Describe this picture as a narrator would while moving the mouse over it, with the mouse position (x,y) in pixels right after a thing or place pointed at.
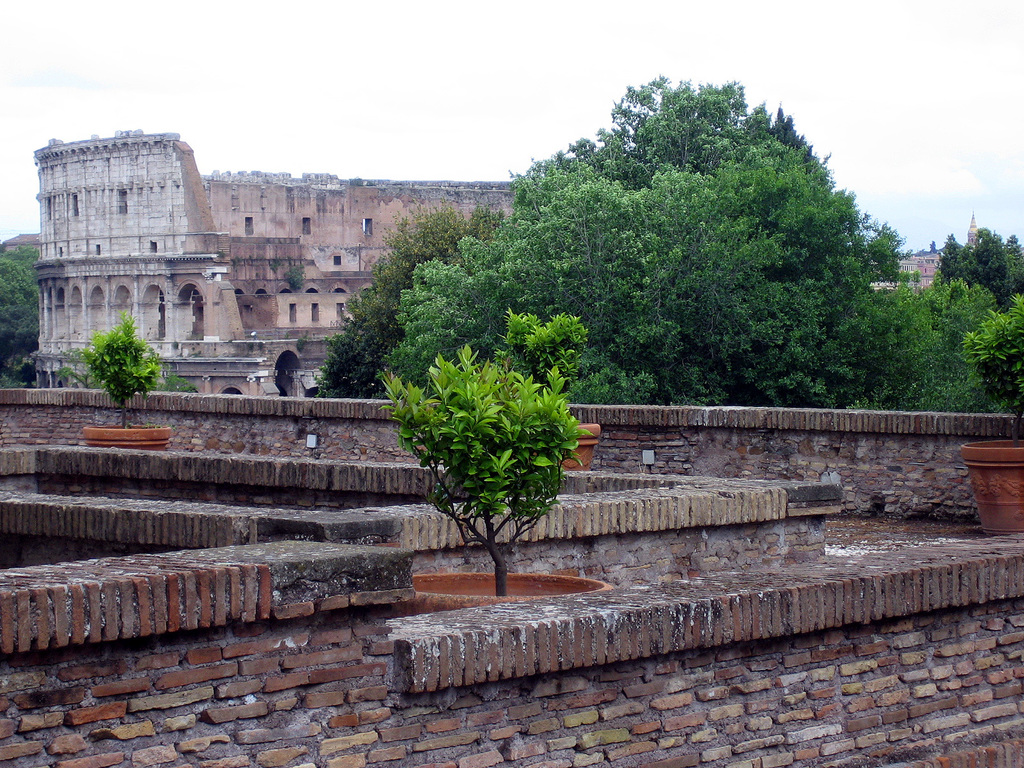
As we can see in the image there is a brick wall (802,518), plants (1018,396), pots (456,595), trees (547,364), buildings (110,212) and at the top (951,11) there is sky (116,20).
